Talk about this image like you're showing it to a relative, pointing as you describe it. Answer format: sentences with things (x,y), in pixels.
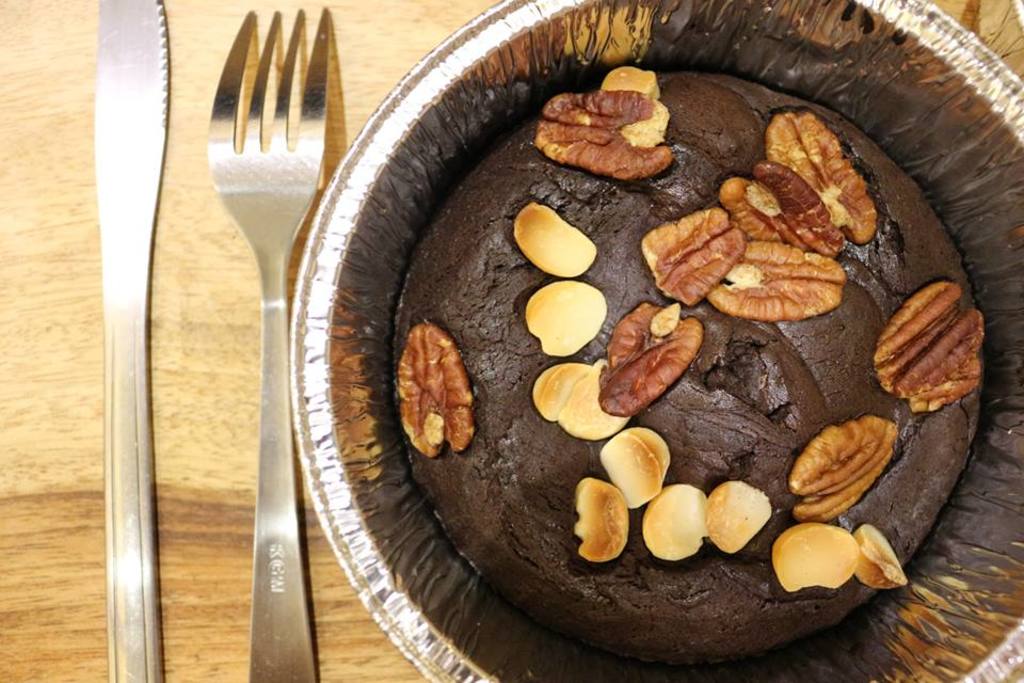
In the foreground of this image (474,285), on the right (721,393), it seems like a cake (515,403) in a cup (448,91) like an object (324,465). On the left (273,201), there is a knife (139,209) and a fork (270,223) on a wooden surface (221,354).
